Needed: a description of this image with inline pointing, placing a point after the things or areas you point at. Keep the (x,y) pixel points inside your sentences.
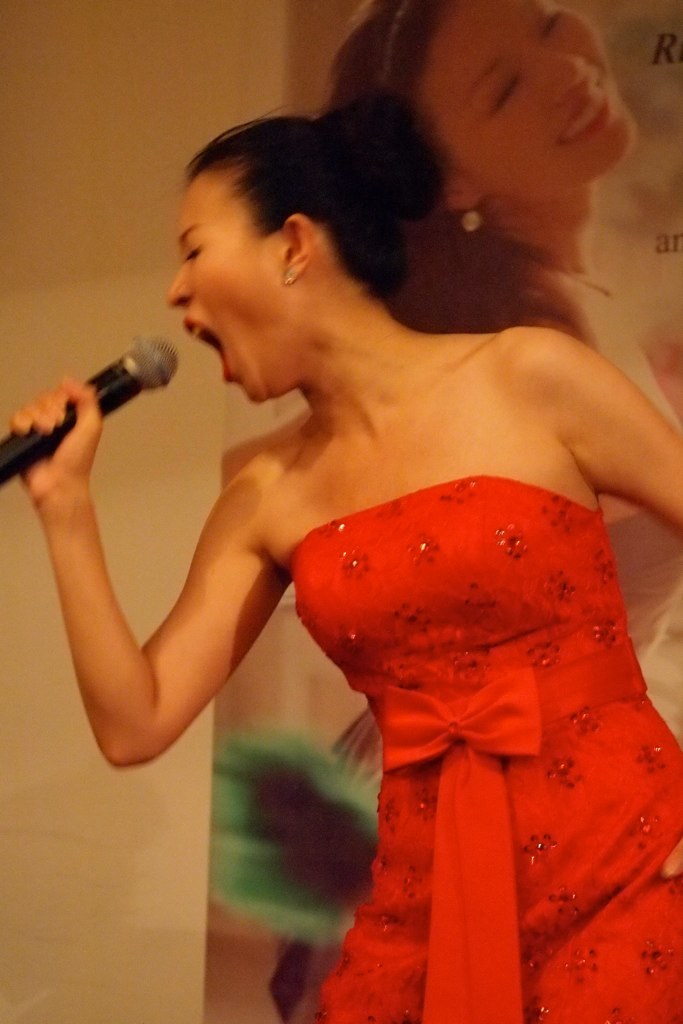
In the foreground of the image (223,312) there is a woman (254,298) standing and singing. In the background (437,292) there is poster (630,93) of a woman (557,88) smiling.
